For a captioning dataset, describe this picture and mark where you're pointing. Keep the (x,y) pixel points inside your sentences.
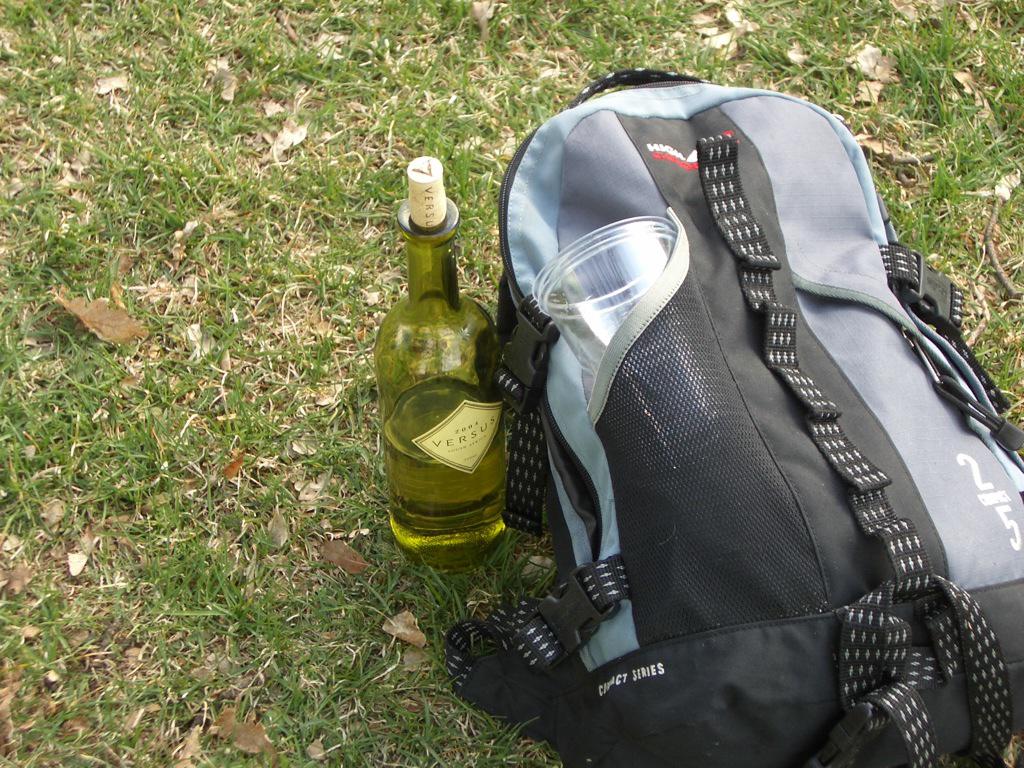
In this picture there is a bag (995,426) on the floor (742,51) and there is a bottle (440,531) beside it, there is grass (394,199) around the area of the image.
